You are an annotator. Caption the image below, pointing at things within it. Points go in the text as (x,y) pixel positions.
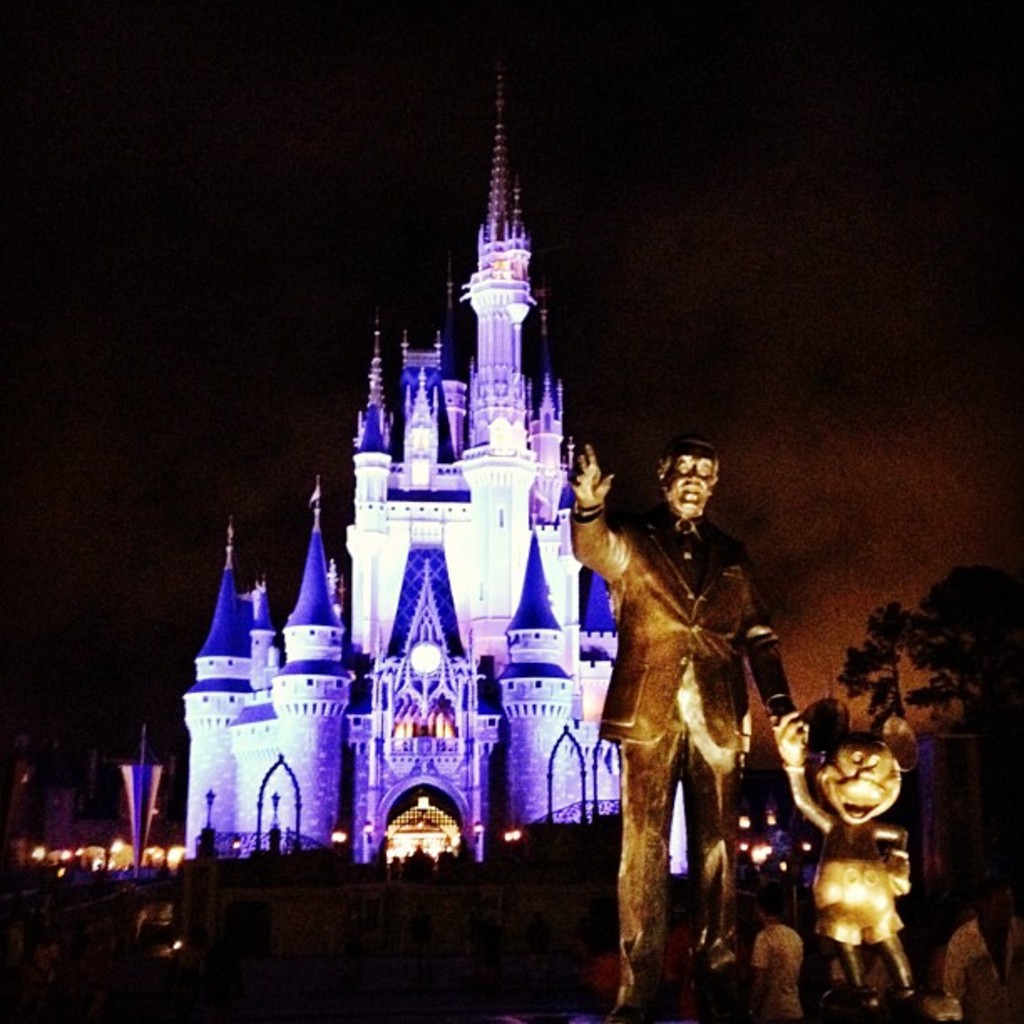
There are statues (682,739) on the right side of the image (685,714) and there is a Cinderella castle (443,447) in the background area (294,759) and we observe some trees (893,691) in the image.
